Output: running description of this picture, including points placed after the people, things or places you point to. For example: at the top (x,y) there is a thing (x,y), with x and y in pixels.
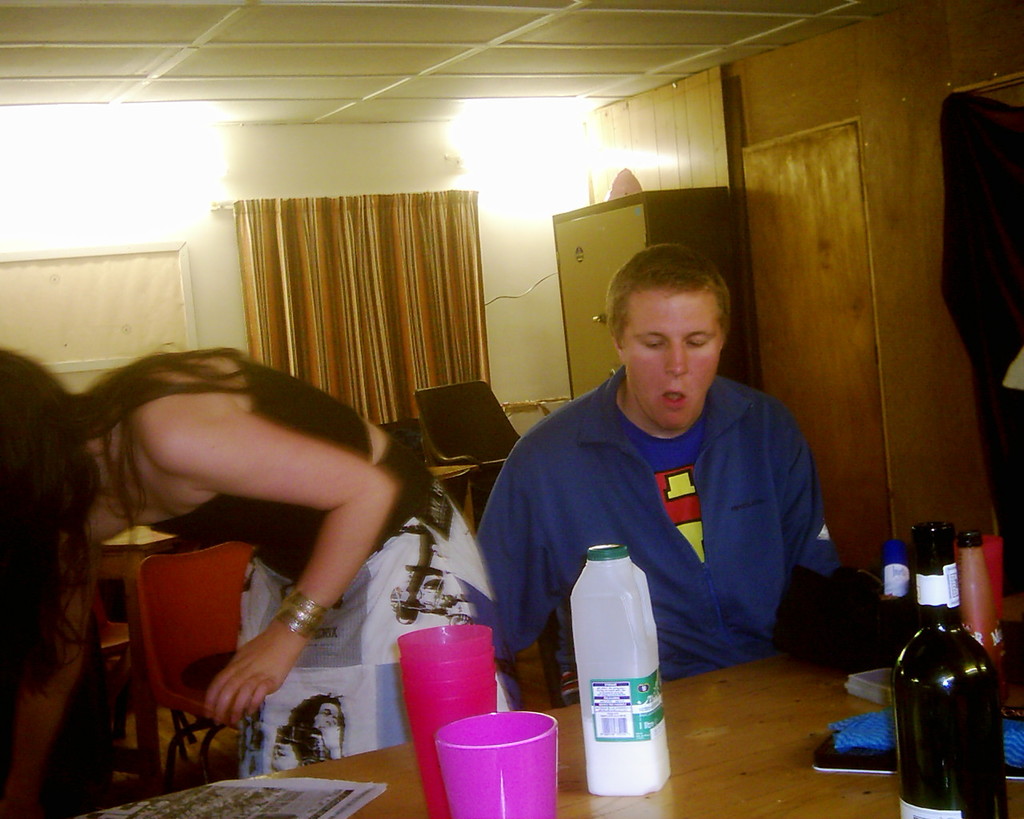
there are 2 people (555,537). the person (621,492) at the right (700,404) is sitting. in front of that there is a table (710,709) on which there are bottles (611,704) and glasses (425,718). behind them there is curtain (299,291).
